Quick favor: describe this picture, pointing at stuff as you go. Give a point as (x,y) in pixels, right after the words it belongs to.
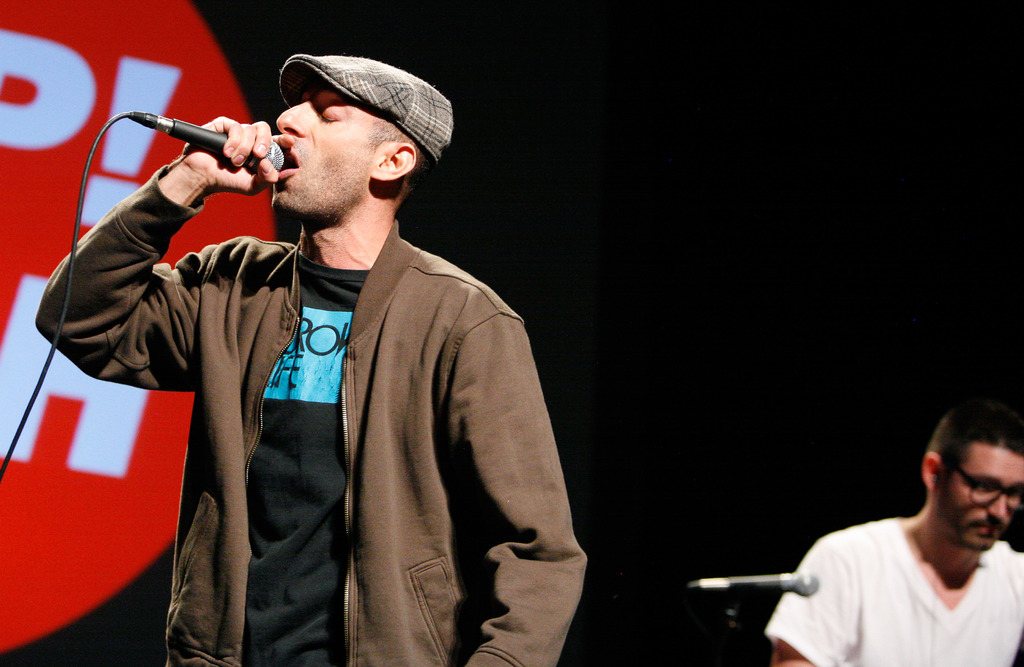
Man (327,460) in black t-shirt (298,436) and brown jacket (405,403) is wearing grey cap (378,85) on his head (345,102) is holding microphone (211,131) in his hand (243,172) and singing on it. On the right bottom of the picture (903,608), man (895,621) in white t-shirt (917,607) is sitting on the chair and in front of him, we see a microphone (782,588). On the left corner of the picture (176,443), we see a red board (55,245) with some white text (70,126) written on it.
